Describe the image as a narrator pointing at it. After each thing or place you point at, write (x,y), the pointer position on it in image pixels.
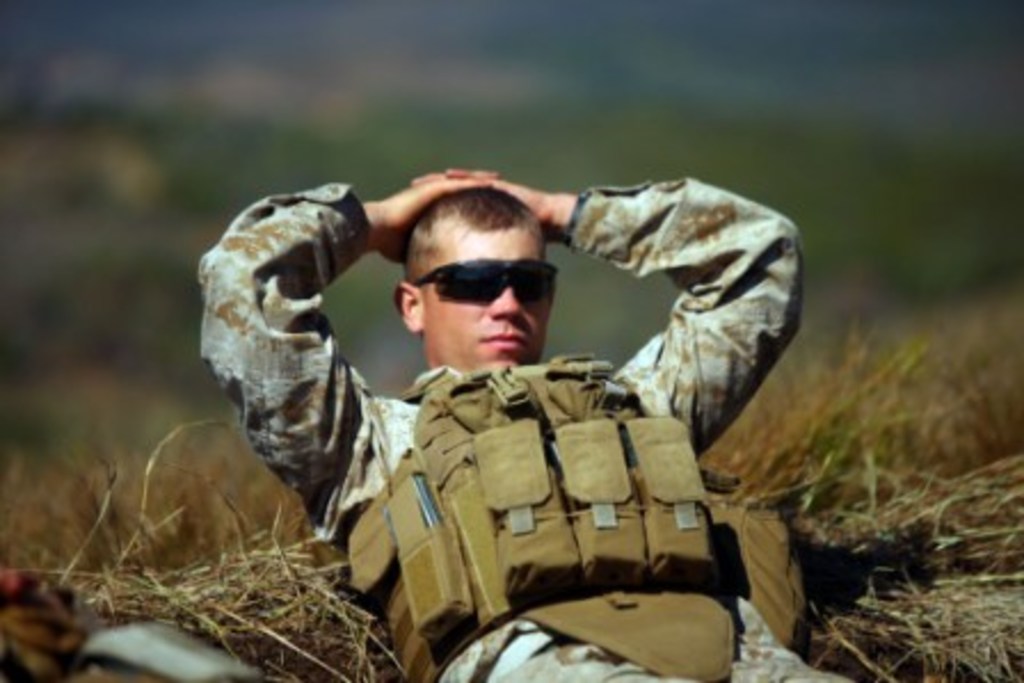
In this image we can see a person (259,394) lying on the grass (779,497). The background of the image (107,282) is blurred.
